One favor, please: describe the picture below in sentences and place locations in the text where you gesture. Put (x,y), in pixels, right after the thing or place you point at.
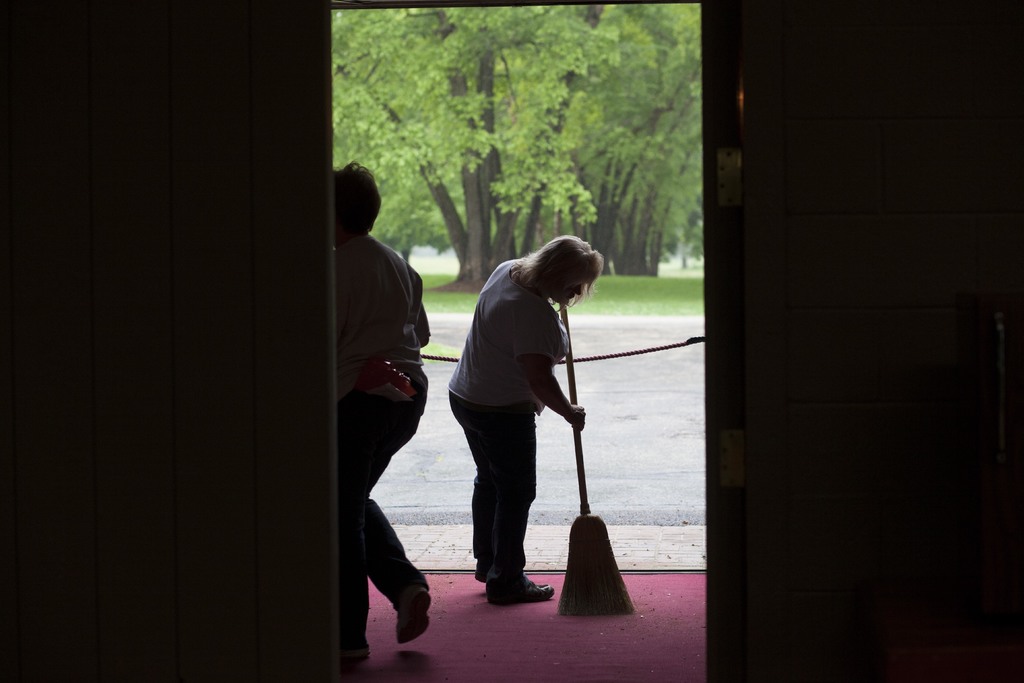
In the image there is a woman (506,390) brooming the floor (567,621) with broom stick (595,535) and a person (373,361) walking on the left side (339,294), in the back (537,167) there are trees (538,147) on the grassland (664,288).
